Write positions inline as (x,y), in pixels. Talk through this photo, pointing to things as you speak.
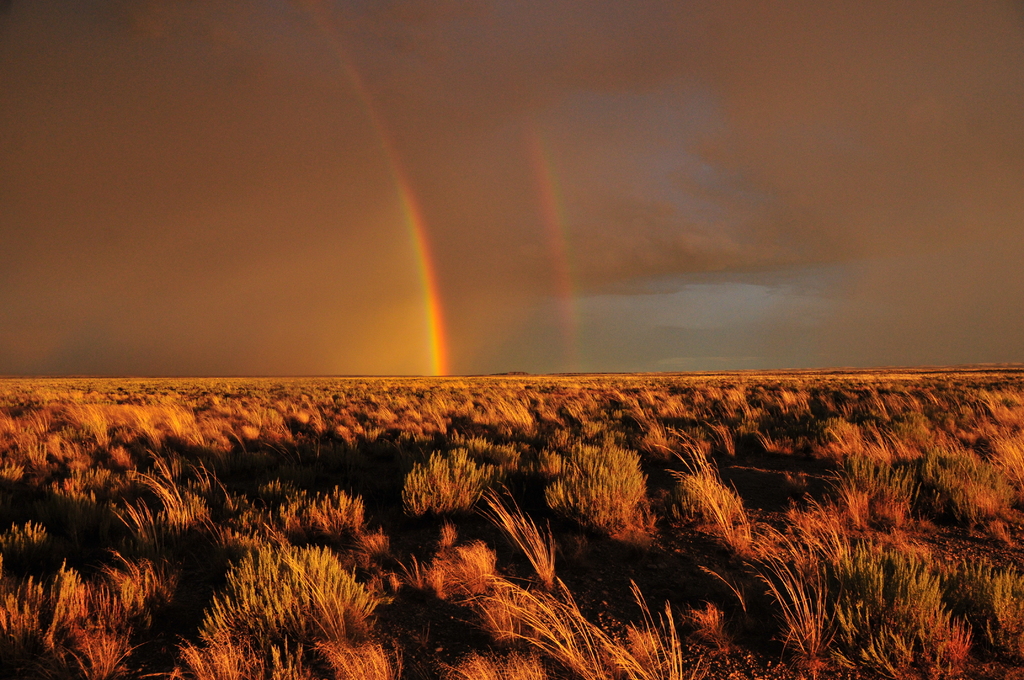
At the bottom (530,510) on the ground (523,405) we can see grass (257,543). In the background (524,247) there are clouds (283,210) in the sky (298,190) and a rainbow (544,172).
